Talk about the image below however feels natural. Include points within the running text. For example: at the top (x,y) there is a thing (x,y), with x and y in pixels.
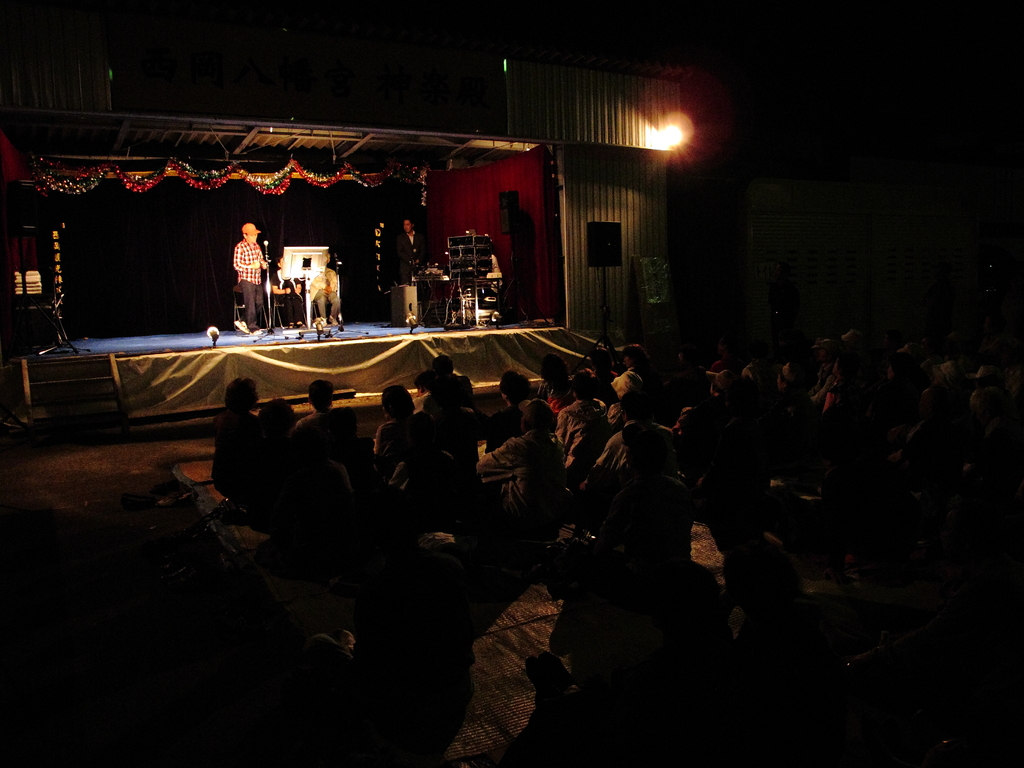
In this picture there are two persons (408,254) standing on the stage (483,338) and there are two persons (329,255) sitting on the stage (356,328) and there are microphones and devices (482,255) on the stage (356,275), at the top of the stage (378,327) there is a decoration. In the foreground (641,672) there are group of people (376,462) sitting. On the left side of the image (112,421) there is a staircase (59,370). On the right side of the image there is a light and speaker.
